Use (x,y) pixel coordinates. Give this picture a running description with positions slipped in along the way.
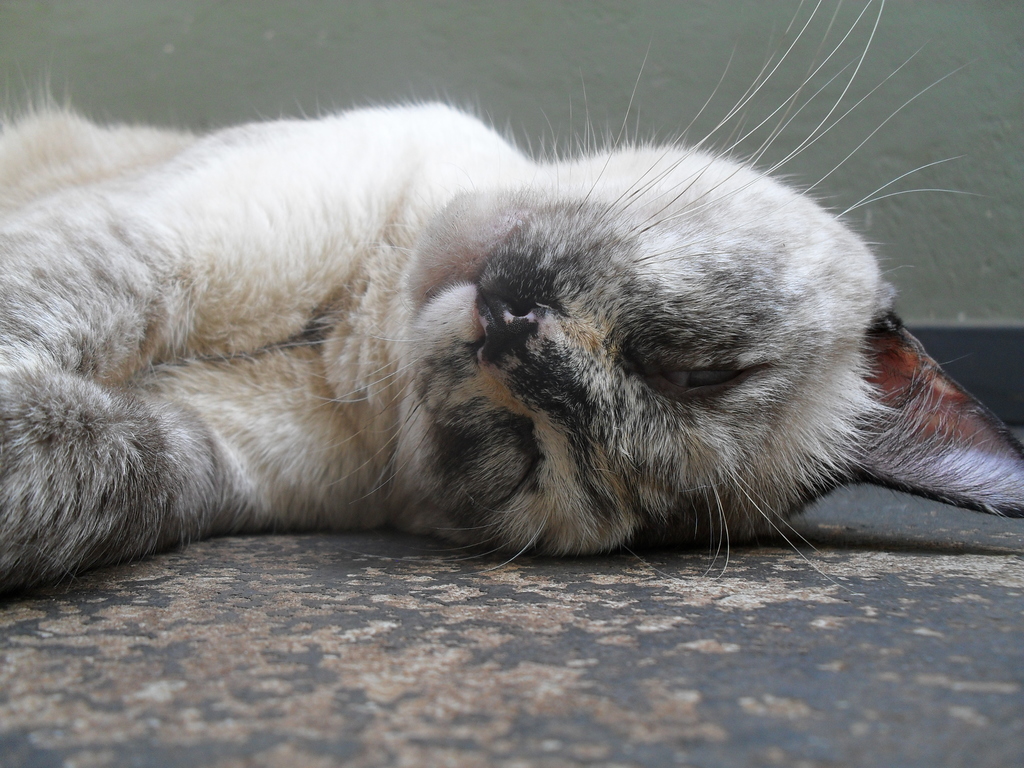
In this image we can see a cat (471,346) on the floor (548,623) and wall (780,116) in the background (685,72).
